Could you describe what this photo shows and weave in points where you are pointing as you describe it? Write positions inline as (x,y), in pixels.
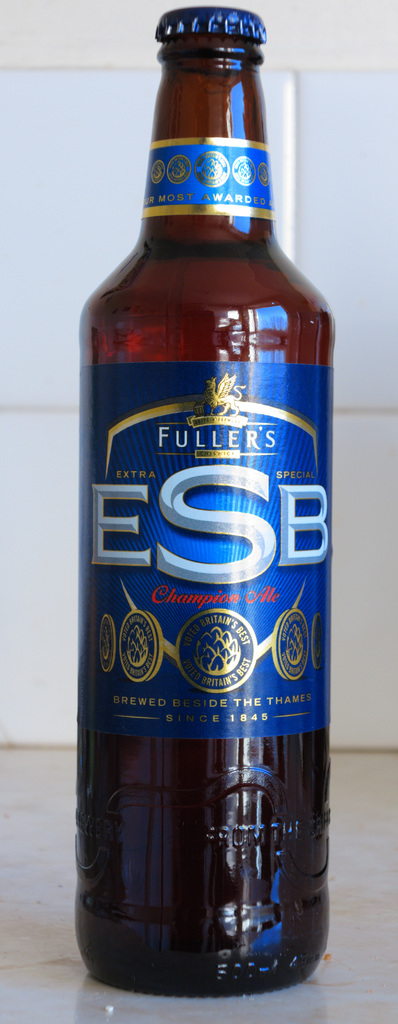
there is a brown glass bottle (245,666) on which fuller's esb (243,569) is written on the label (229,584).
